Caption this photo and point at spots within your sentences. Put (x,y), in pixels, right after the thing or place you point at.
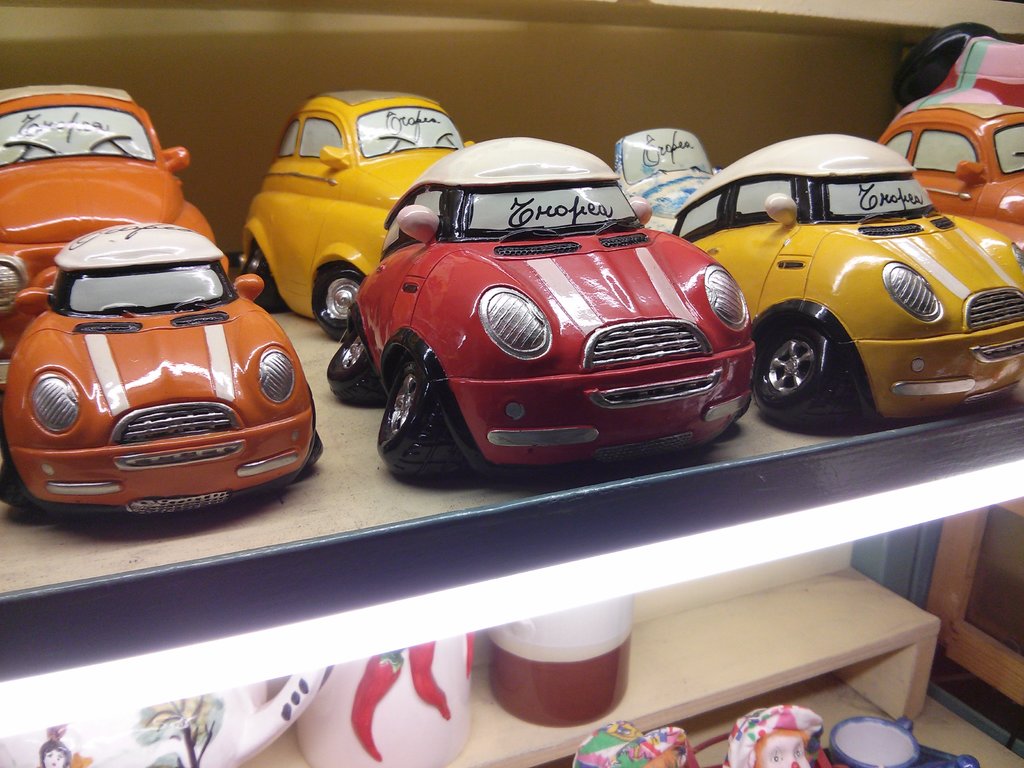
In this image there are some shelves (52,645) and in the shelves (970,725) there are some toy cars (848,321), and at the bottom of the image (451,705) there are some pots (526,651) and cups (605,671). And on the right side of the image (973,582) there is one wooden boards (971,617), and in the background (768,102) it looks like a wall (438,82).
